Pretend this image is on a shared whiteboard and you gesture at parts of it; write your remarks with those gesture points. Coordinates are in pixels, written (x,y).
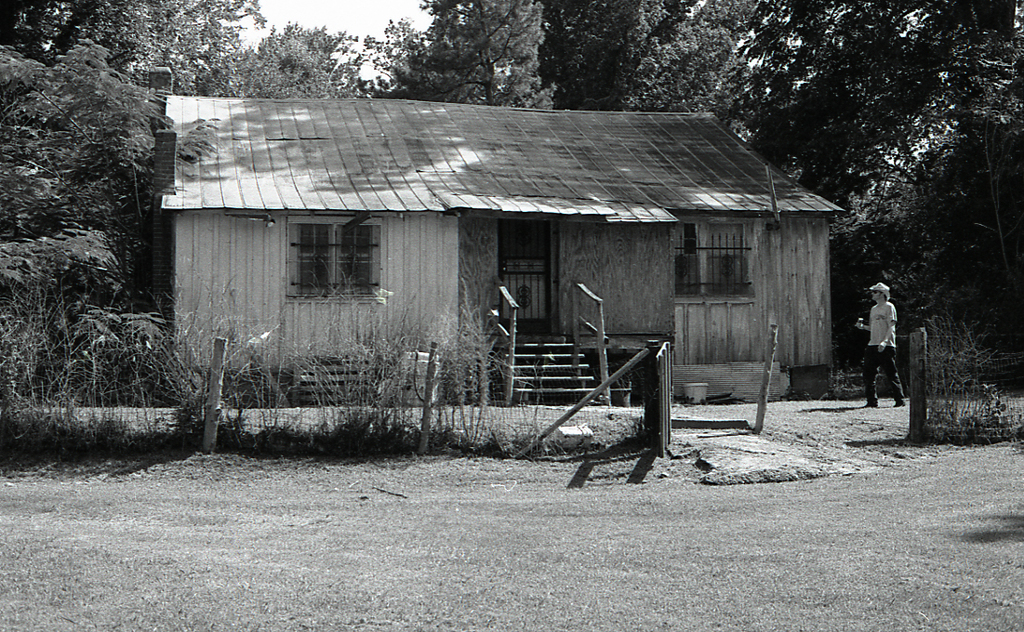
In this image I see a black and white image and I see a house (237,257) over here and I see the steps (540,354) and I see a person (893,335) over here and I can also see the fencing (910,424), plants (954,429) and the ground (439,558). In the background (36,133) I see the trees (29,168) and the sky (340,27).
